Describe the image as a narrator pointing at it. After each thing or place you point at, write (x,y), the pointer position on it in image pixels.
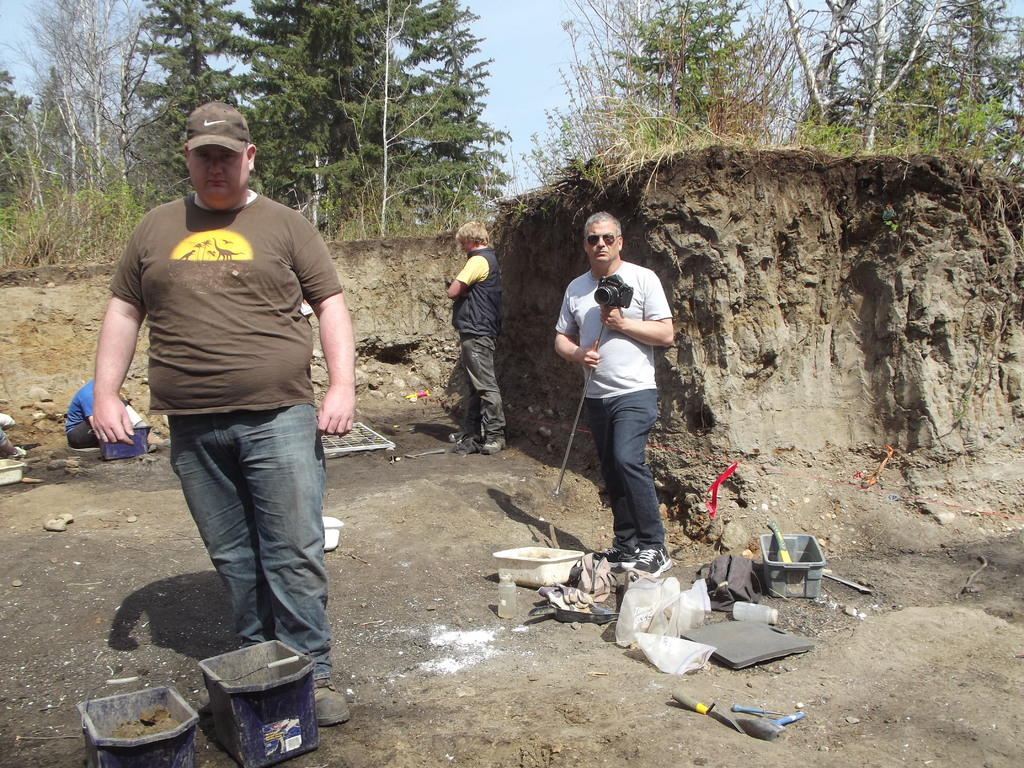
There are three people (312,409) standing, this person (75,404) sitting and this man (607,420) holding a camera (604,297). We can see buckets (272,668) and some objects (692,609) on the surface (115,462). Background (350,108) we can see trees (440,94) and sky (479,11).
